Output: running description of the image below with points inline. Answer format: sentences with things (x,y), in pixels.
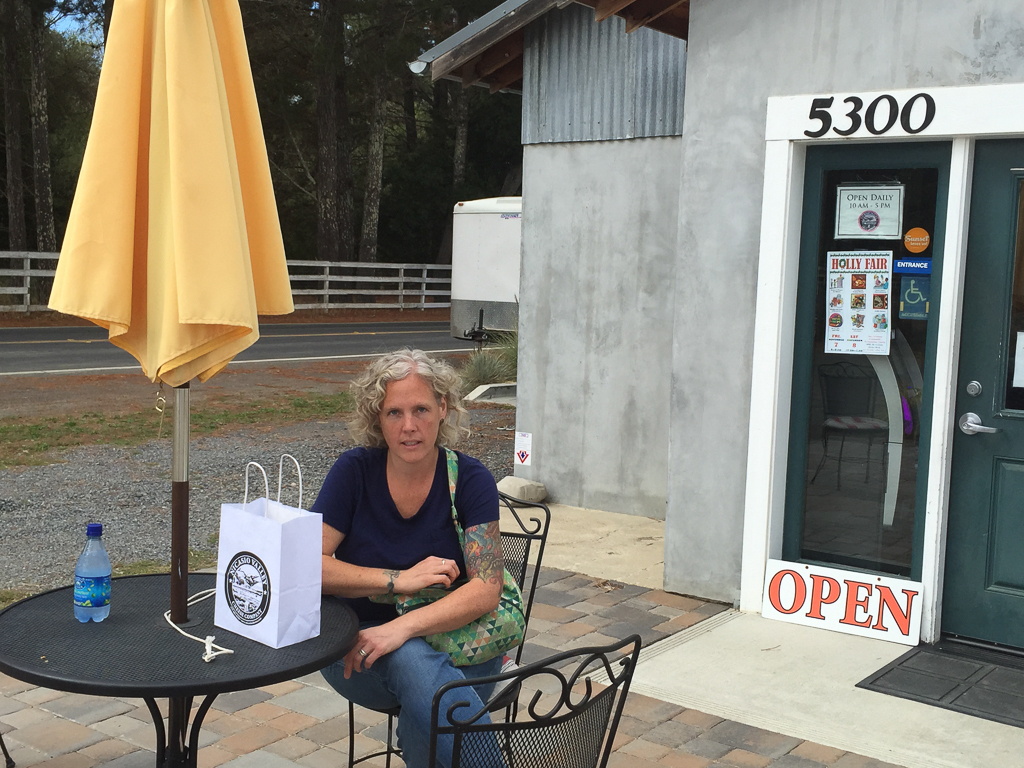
In this picture there is a lady (373,538) who is sitting at the center of the image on the chair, by resting her hand (381,627) on the table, there is a bottle (97,554) and white bag (219,581) on the table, it seems to be a road side (269,433), there are trees (489,97) at the left side of the image (331,22) and there is a house (489,49) at the center of the image (636,477).
